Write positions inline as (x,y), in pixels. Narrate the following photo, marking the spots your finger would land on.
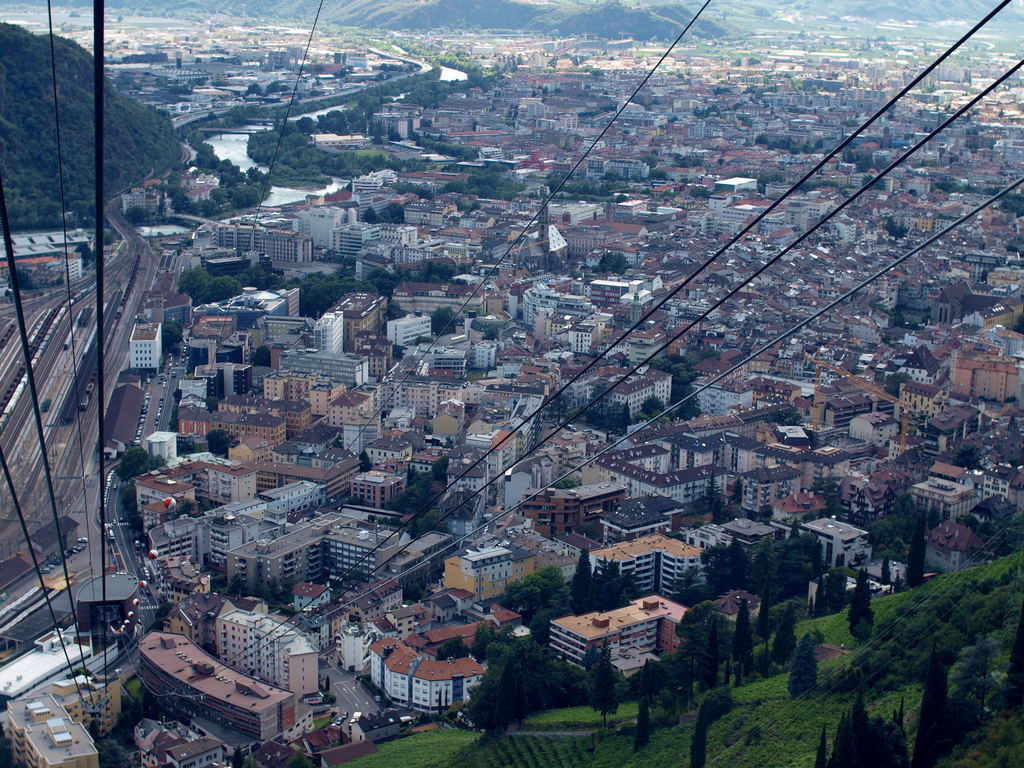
In the center of the image (347,260) there are many buildings (185,664). There are trees (515,693). There is a mountain (14,177). There are ropes (100,350).
